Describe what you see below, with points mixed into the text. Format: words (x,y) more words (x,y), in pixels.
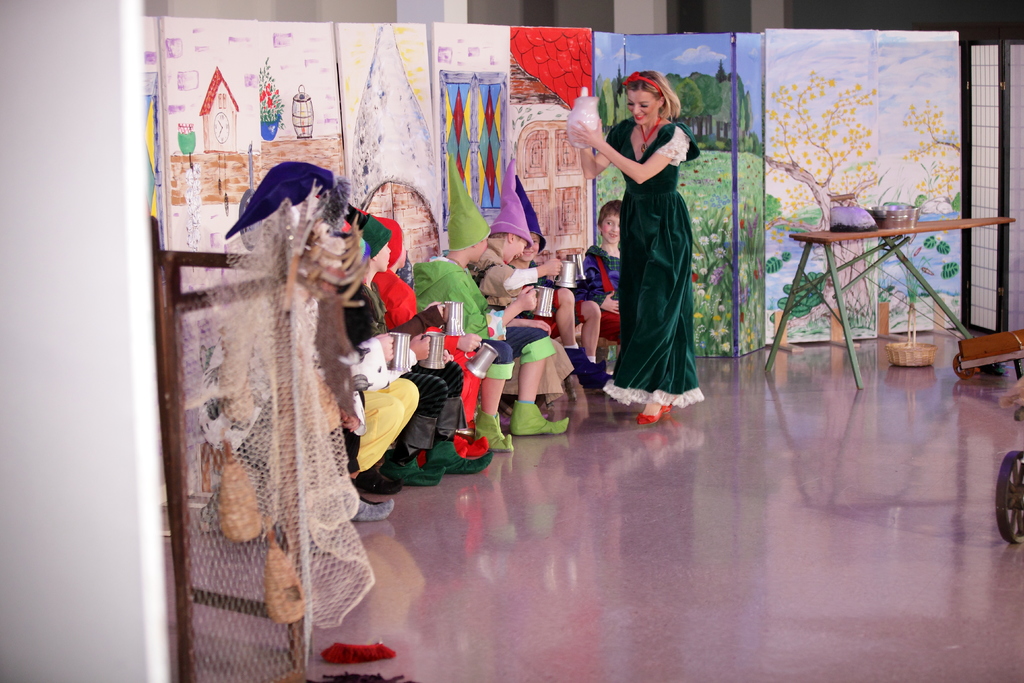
In this image we can see group of children (598,305) wearing costume (537,275) are sitting and holding glasses (395,346) in their hands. One woman (651,293) is standing and holding a jug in her hand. On the left side of the image (313,366) we can see a net (304,357) and a cap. On the right side of the image (903,350) we can see a wheel (1004,508), basket (915,362) placed on the ground (928,404) and some objects (909,213) are placed on the table (824,299). In the background (235,124), we can see some paintings (855,90) on the wall (668,61) and some pillars (763,16).
